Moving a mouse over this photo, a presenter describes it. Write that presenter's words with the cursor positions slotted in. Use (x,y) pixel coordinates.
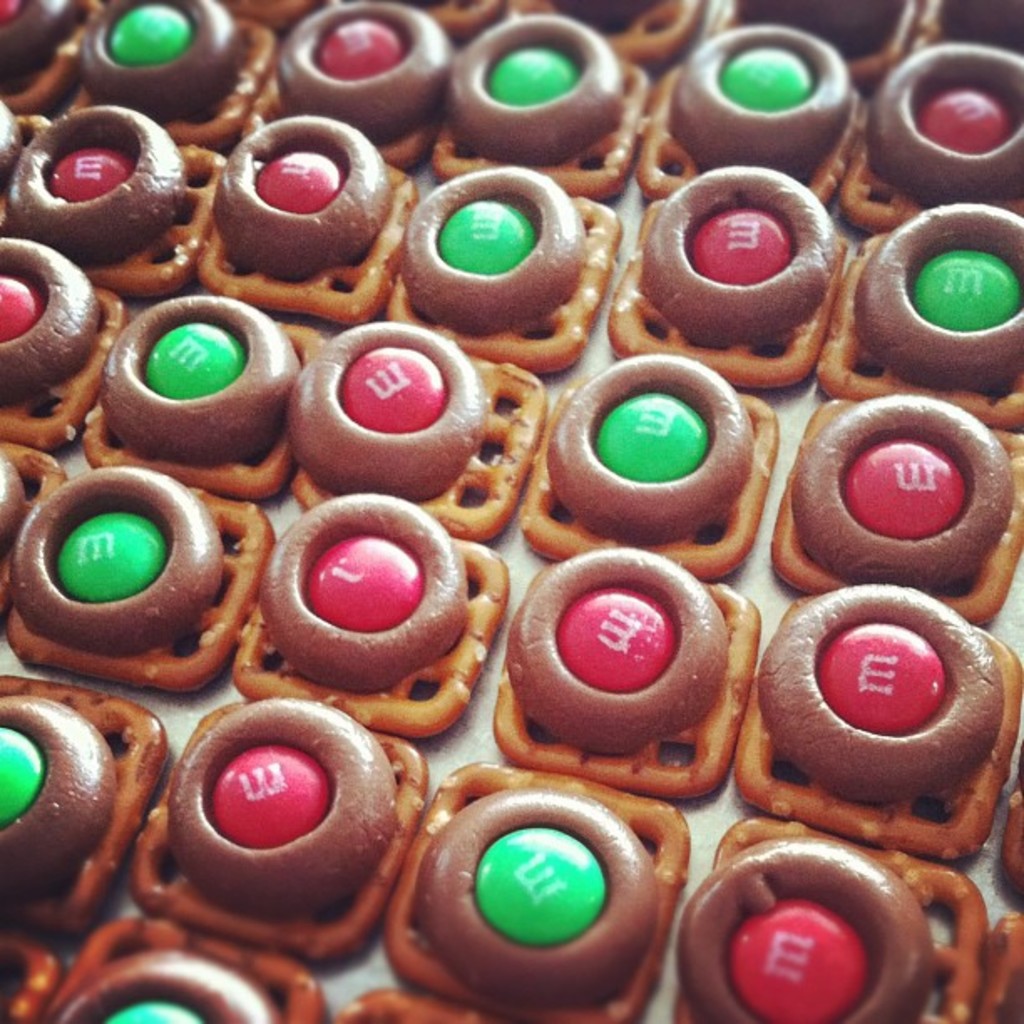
In this image we can see some food (726,916) and it looks like cookies (751,830).
